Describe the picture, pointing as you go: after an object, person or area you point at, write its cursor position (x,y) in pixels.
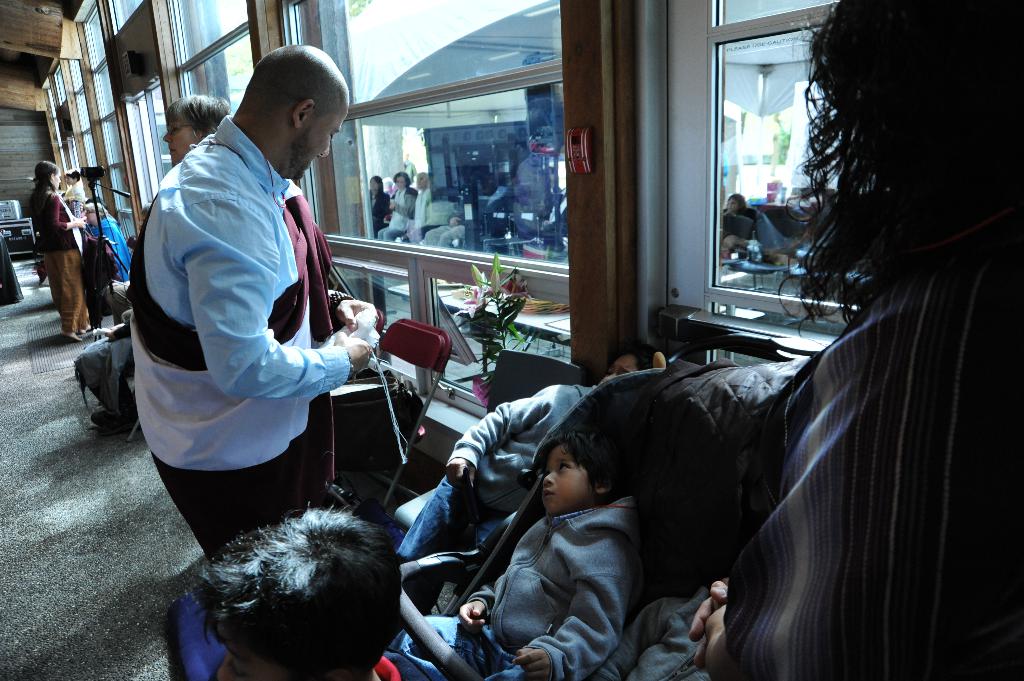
In this image I can see a wooden house (115,42) which is having glass doors (723,171) and windows (462,180). I can see the people (536,176) outside through this glass (545,161). I can see a few people (226,338) standing, a few people (96,382) sitting in chairs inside the wooden house (31,273). I can see some tables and potted plants (488,346) in here.
